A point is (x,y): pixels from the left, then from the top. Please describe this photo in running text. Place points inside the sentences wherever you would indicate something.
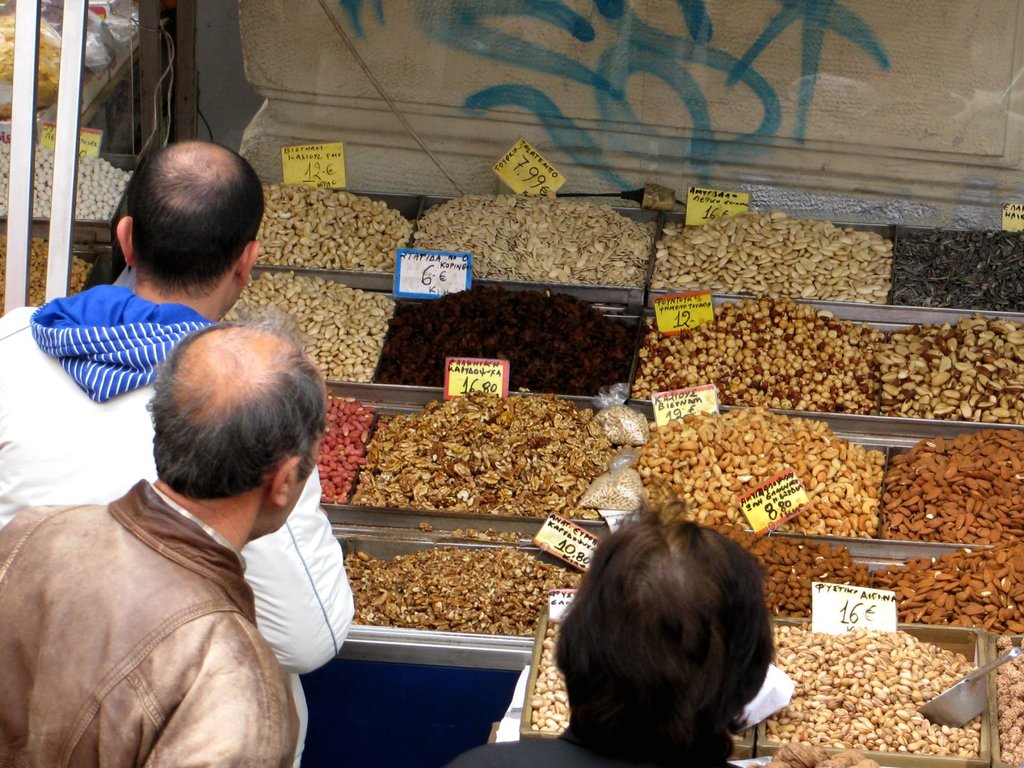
In this image, on the left side (221,381), we can see two men (148,529) are standing in front of the stall (482,702). In the middle of the image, we can also see a man (584,740) wearing a black color dress (528,745) is standing in front of a stall (575,442). In the background (284,217), we can see some food items (703,347) with papers (472,266) on which some text (460,269) is written on it. In the background (639,151), we can see a wall (898,78) with some text (807,105). On the left side (38,23), we can see two poles (66,27) and some food items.
